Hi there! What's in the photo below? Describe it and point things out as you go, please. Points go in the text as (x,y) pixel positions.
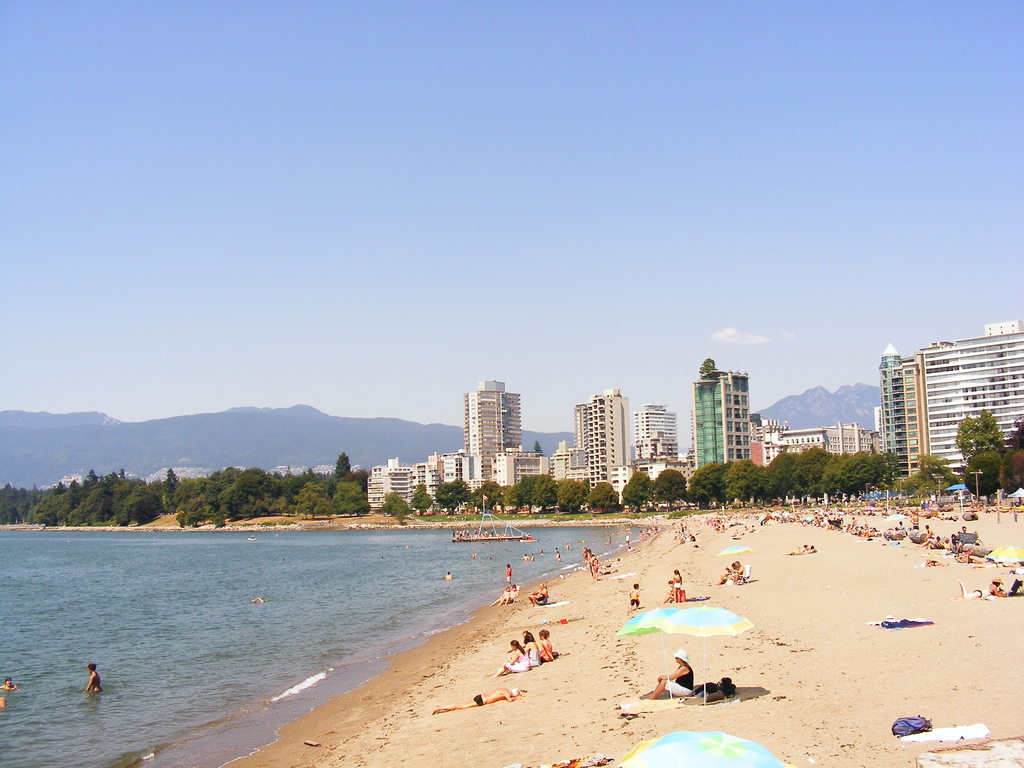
This is the picture of a beach (653,603) in which there are some people (851,535) laying on the sand (740,666) and around there are some buildings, trees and some mountains (87,424).
